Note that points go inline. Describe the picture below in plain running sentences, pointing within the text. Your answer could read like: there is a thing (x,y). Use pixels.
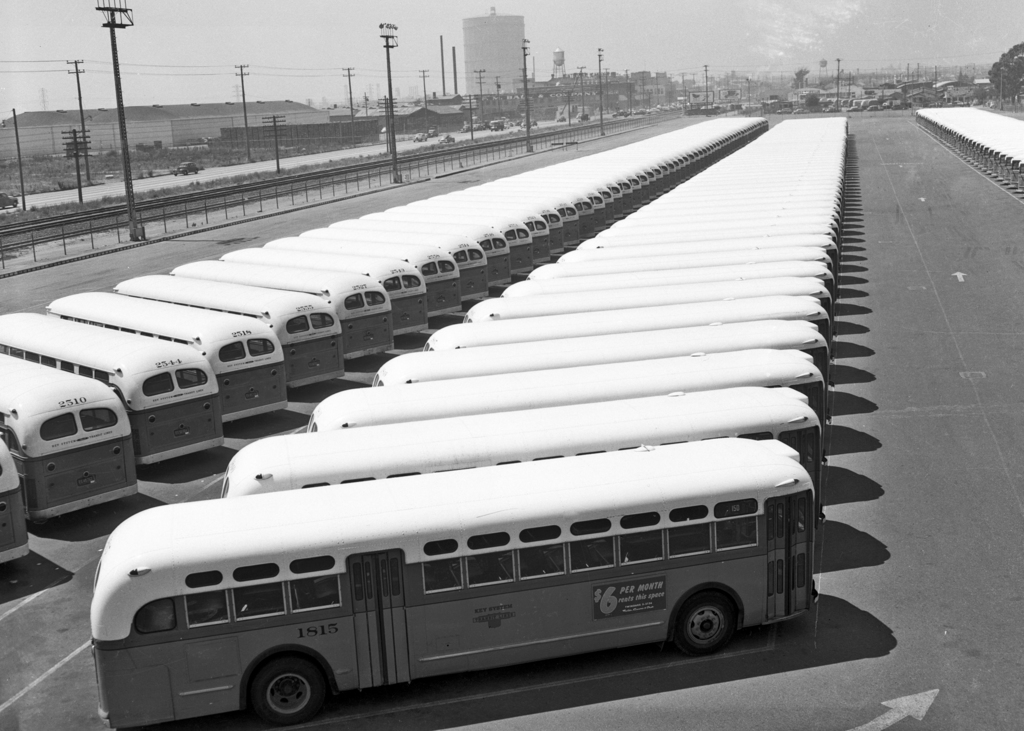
In this picture we can see buses (718,479) on the road (938,439), poles (16,130), buildings (502,114) and in the background (614,62) we can see the sky (451,5).
